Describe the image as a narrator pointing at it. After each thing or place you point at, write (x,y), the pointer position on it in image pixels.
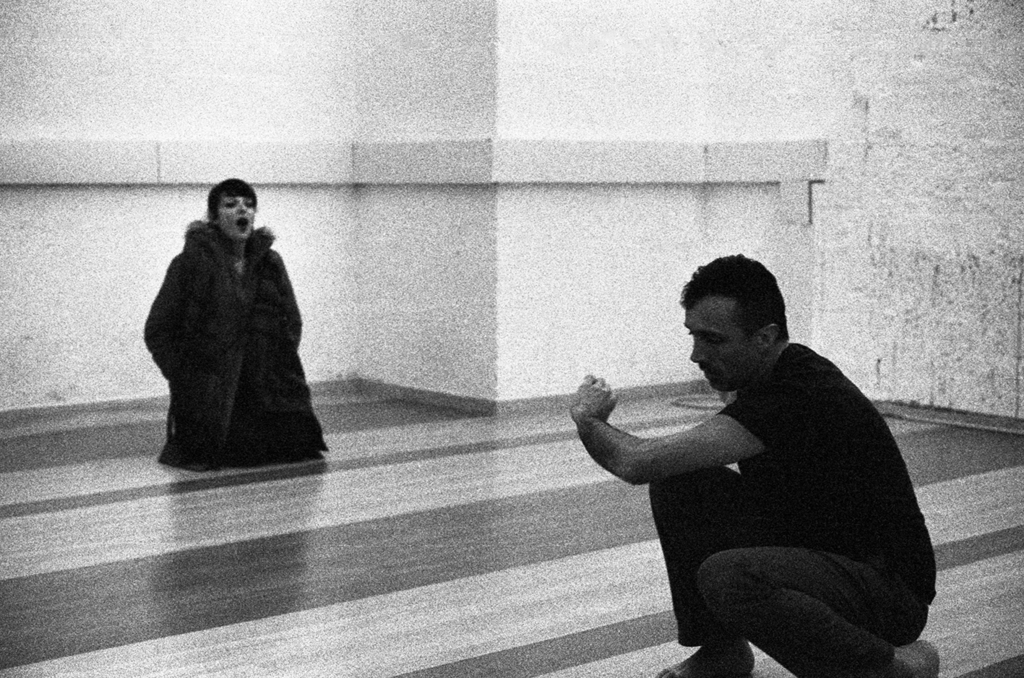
This picture consists of two persons (163,360) visible on floor (253,584) and there is the wall (10,185) in the middle (385,365).
